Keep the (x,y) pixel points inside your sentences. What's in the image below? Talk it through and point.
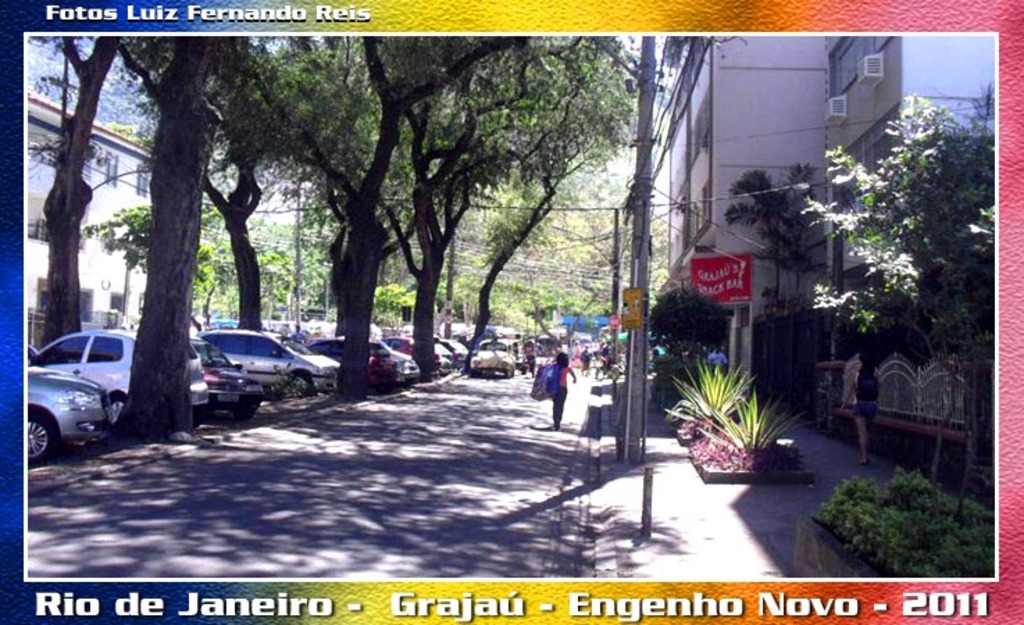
In this picture I see in the middle (513,408) there is the road (574,388), on the right side (766,231) there are trees (863,301) and buildings (803,144). A person (578,361) is walking on the road (533,399), on the left side (60,410) there are cars (401,356) that are parked under the trees (346,356).
